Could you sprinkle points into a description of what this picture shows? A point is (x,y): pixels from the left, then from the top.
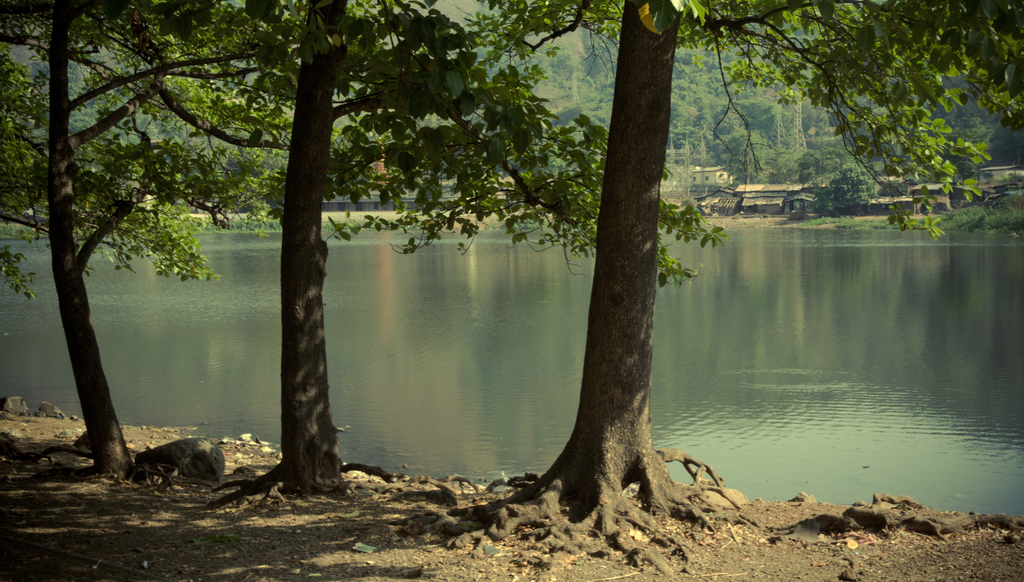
In this image I can see a lake (344,255) in the center of the image (485,286). I can see trees (644,177) on both sides of the lake (883,356). I can see some buildings (715,180) and a tower (801,90) on the right hand side (697,171) towards the center of the image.
